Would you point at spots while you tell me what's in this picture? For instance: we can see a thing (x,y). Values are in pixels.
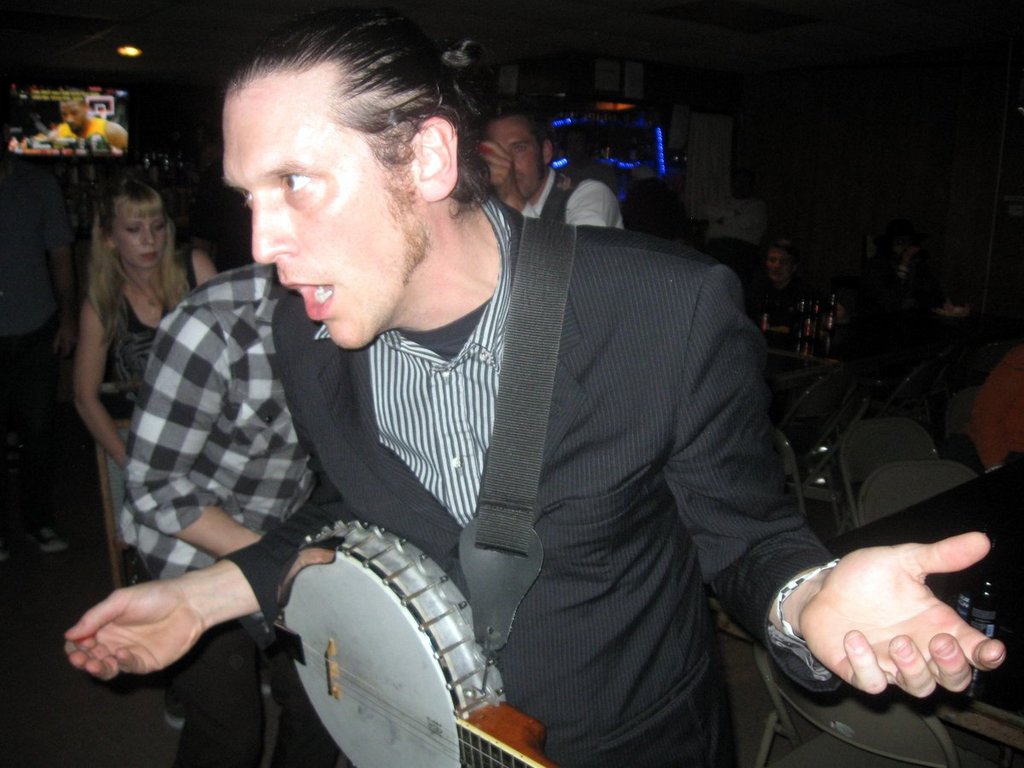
In this picture there is a person (597,431) wearing black suit (577,435) is carrying a banjo (407,669) and there are few other persons (545,168) behind him and there are few tables (910,328) and chairs (904,489) in the right corner (864,468) and there is a television (83,118) in the left top corner (69,126).
